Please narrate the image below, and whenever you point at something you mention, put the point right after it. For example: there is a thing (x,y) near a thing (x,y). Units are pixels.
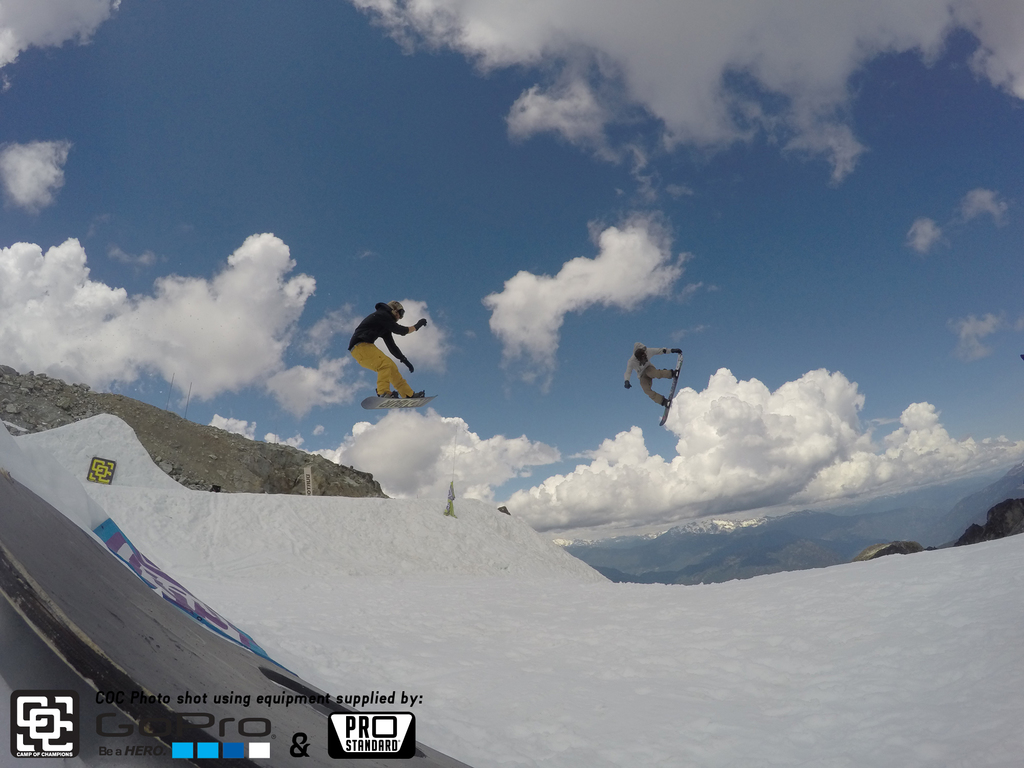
In the foreground of this picture (364,371), there are two men (663,372) skating and they are in air. In the background (365,420), there is the sky (838,296) and the cloud (856,447).
